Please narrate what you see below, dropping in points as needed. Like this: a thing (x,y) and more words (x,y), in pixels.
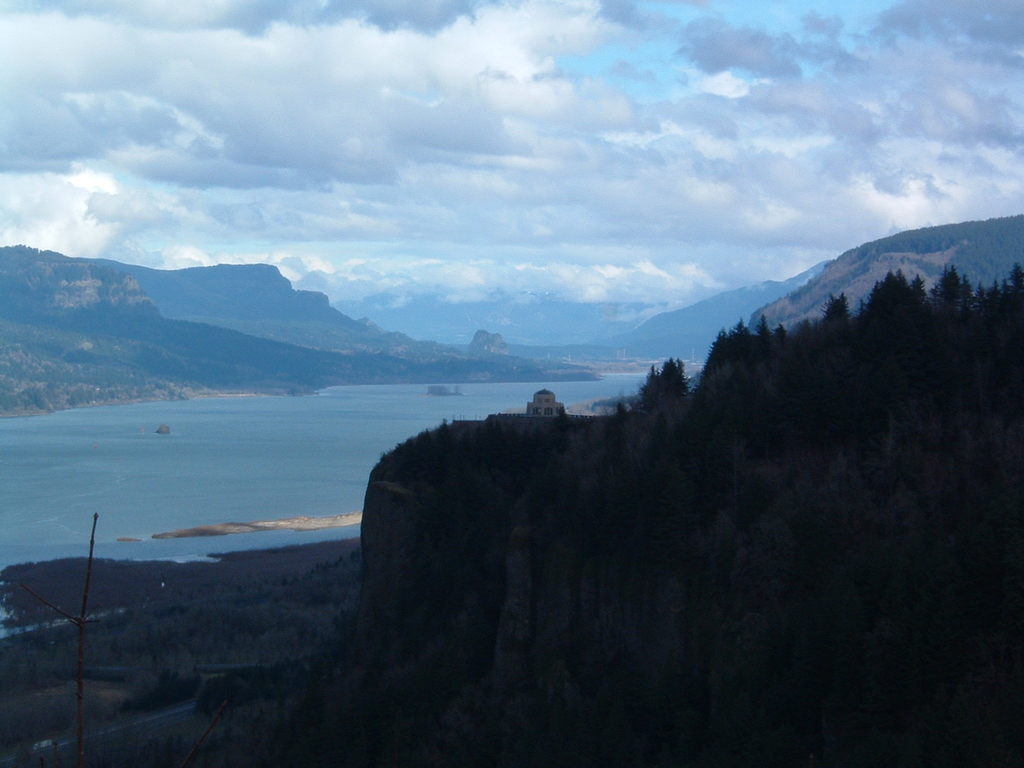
In this picture we can see few trees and water (232,462), in the background (201,309) we can see hills (222,298) and clouds (430,247).
